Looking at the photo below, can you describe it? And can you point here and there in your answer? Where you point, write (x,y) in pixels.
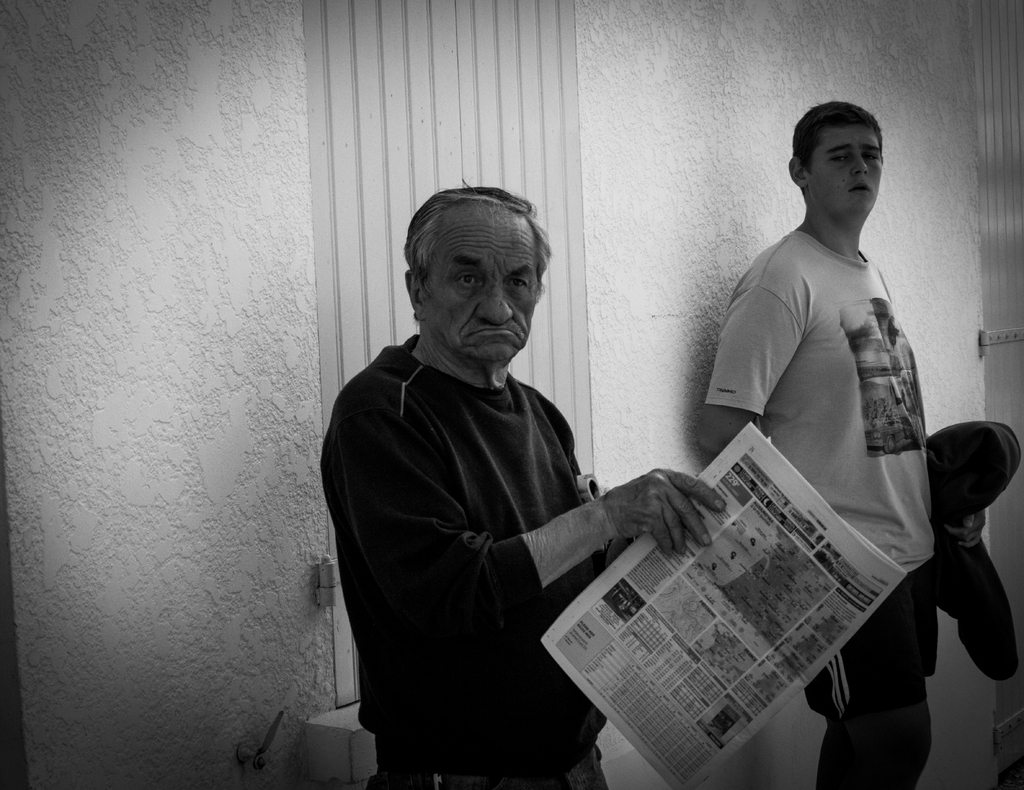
In the image in the center (438,509) we can see two persons (483,480) were standing. And the left person (697,493) is holding newspaper (777,566) and the right person (922,467) is holding cloth (978,556). In the background (102,250) there is a wall (737,97) and door (572,167).
